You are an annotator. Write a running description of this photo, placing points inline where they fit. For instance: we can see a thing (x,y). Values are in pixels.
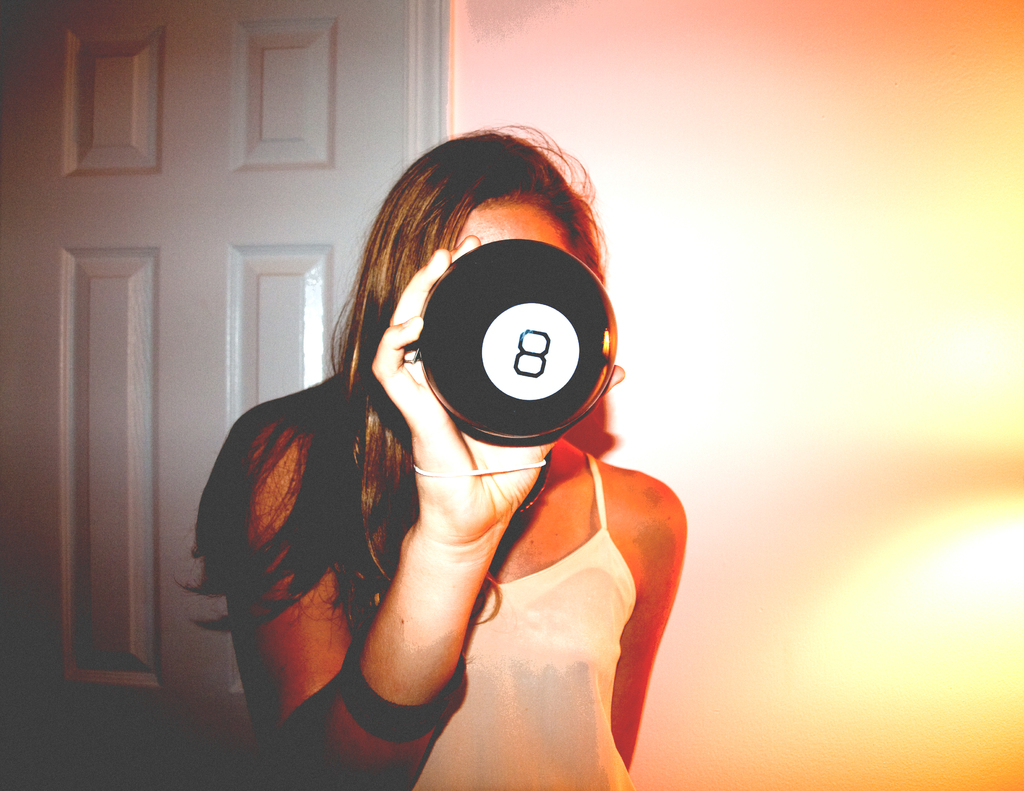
In the picture I can see a woman (418,488) is standing and holding an object (490,405) in the hand (493,461). In the background (258,282) I can see a white color door (264,296) and a wall (787,593).
